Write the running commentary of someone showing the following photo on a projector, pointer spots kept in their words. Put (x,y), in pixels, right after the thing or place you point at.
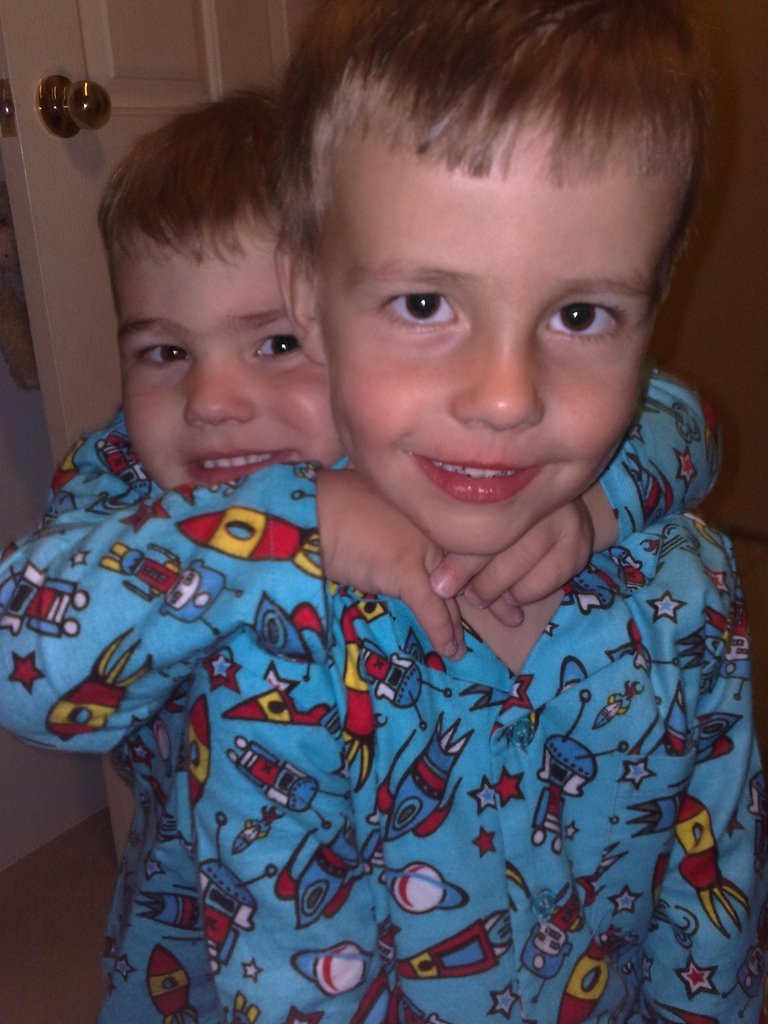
In this image I can see two people (270,725) with blue, red, yellow and white color dresses (284,752). In the background (102,17) I can see the door (51,131) and the wall (15,756).
